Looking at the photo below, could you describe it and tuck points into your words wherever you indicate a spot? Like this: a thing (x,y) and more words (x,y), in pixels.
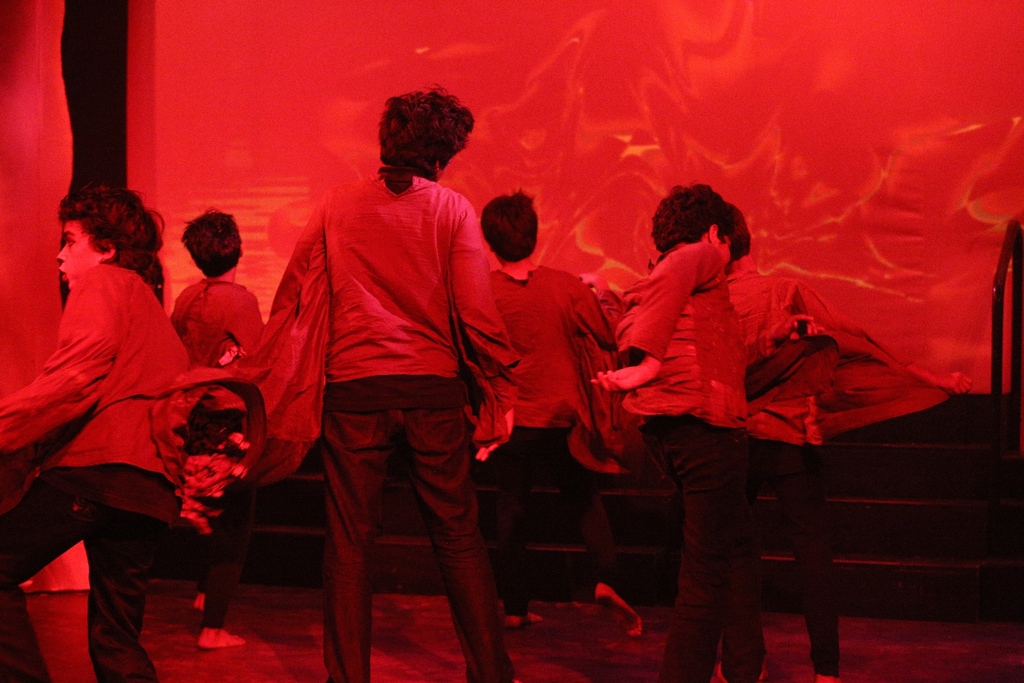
In this image we can see a group of people (517,283) standing on the stage (569,612). On the backside (982,540) we can see some stairs (869,546) and the curtains (496,157).
